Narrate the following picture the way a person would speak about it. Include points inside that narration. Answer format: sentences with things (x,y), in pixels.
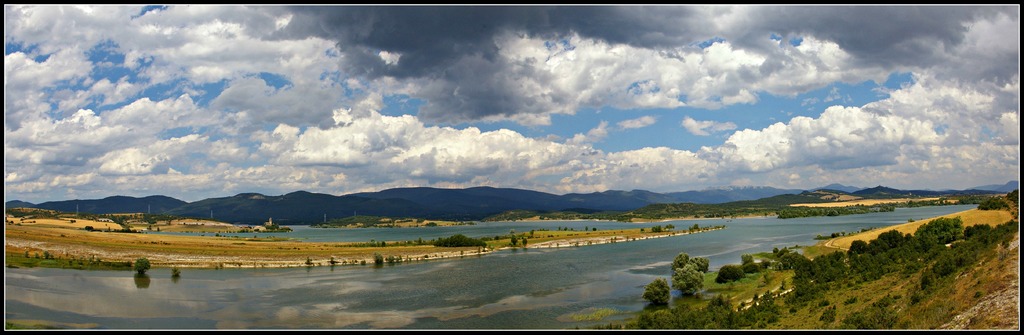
In this image we can see a large water body (483,266) and some trees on the land (154,248). On the backside (355,202) we can see some poles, mountains (314,199) and the sky (456,102) which looks cloudy.
